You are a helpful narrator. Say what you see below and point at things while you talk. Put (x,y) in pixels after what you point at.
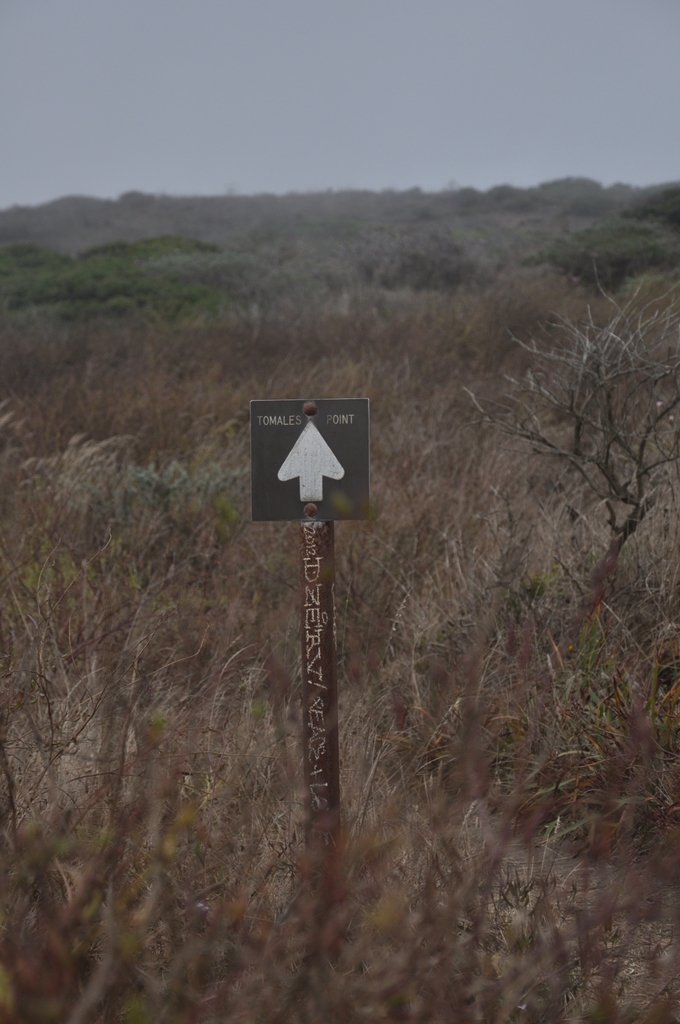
In this picture we can see a pole (319,539) with a signboard (316,455). Behind the pole (326,639) there are trees (317,288) and a sky (309,156).
